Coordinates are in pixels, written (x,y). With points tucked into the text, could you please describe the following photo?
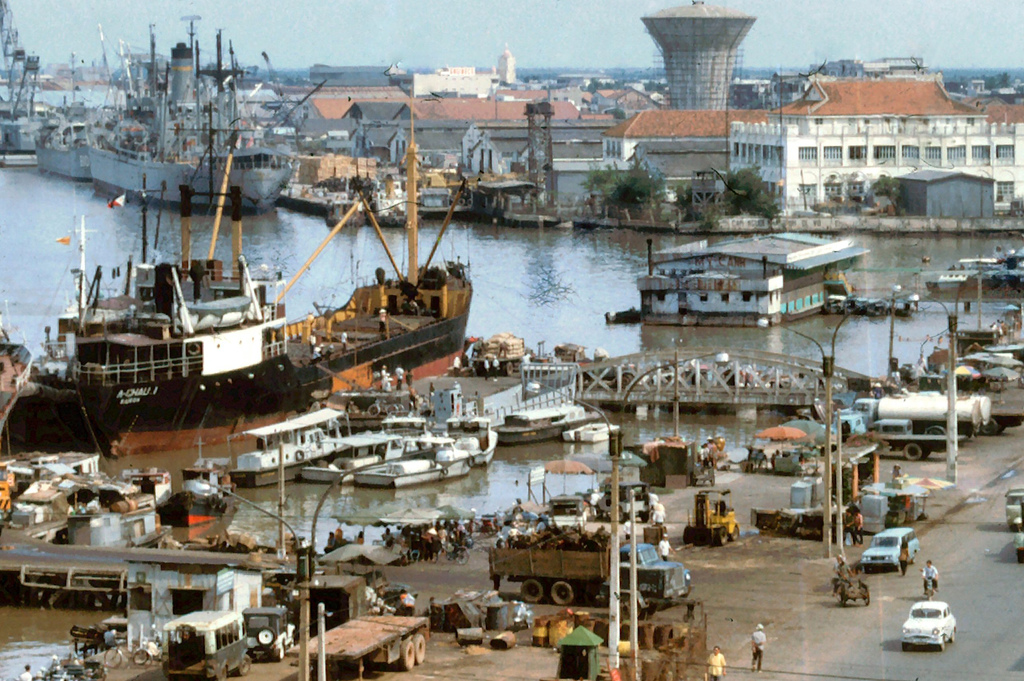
In this picture we can see many ships (333,365) are parked on the harbor (122,257). Behind we can see the white color building (810,108) with roof tiles (853,101), tower house (702,94). In the front (910,591) we can see some cars (889,563) moving on the road (899,659).
